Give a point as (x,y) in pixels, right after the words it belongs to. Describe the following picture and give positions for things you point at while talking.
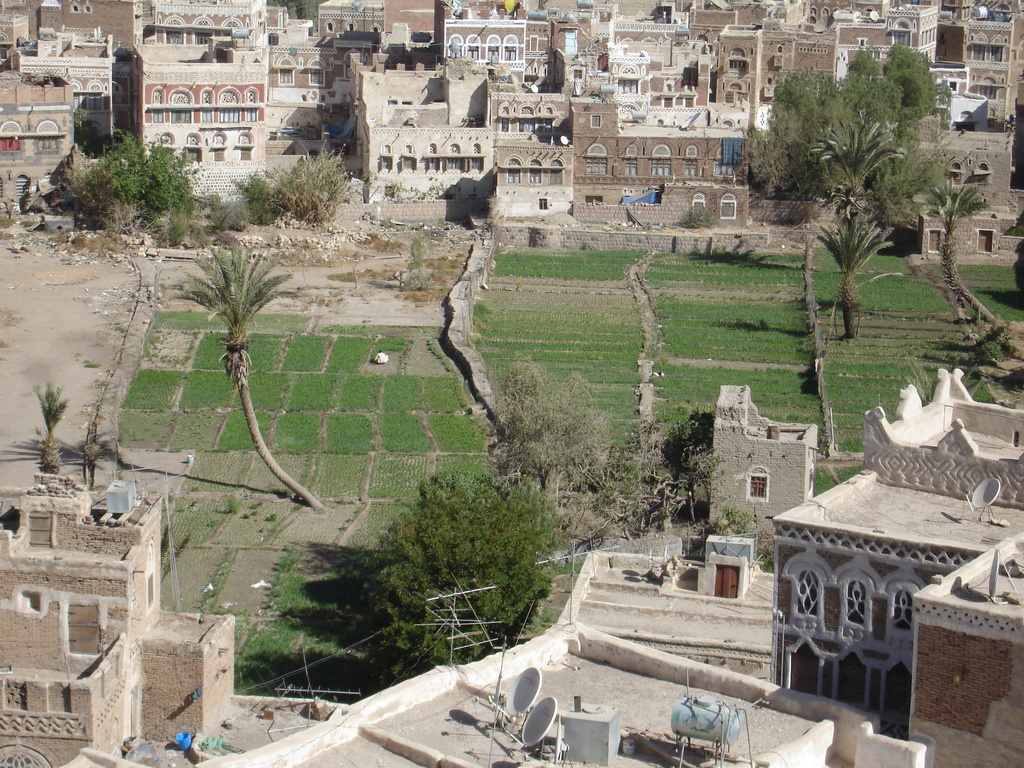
In this picture I can see there are buildings (20,555) visible in middle (400,376) grass (181,417) and trees (533,440) visible, at the bottom (547,687) I can see antennas (534,687) visible on top of building (419,726), on the right side (968,494) I can see another antenna (996,499) visible on top of building (872,532).
